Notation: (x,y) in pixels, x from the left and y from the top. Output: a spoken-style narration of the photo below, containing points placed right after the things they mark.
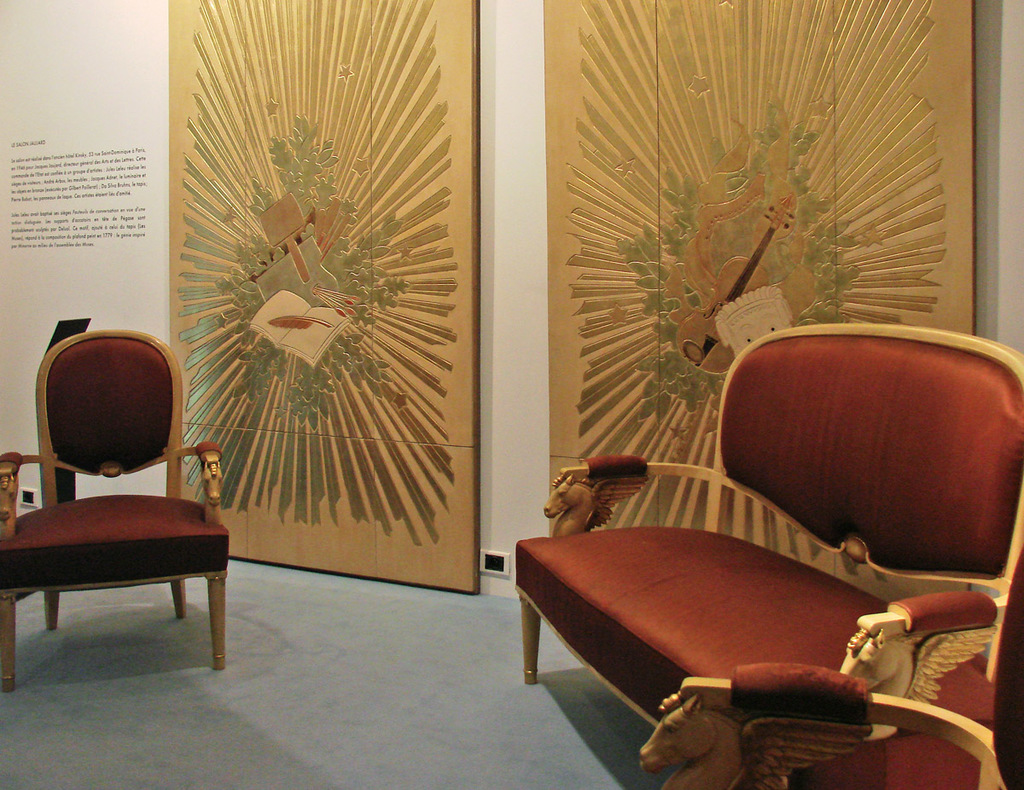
In this image, there is a sofa (1000,599) in the right (714,613) and a chair (54,377) in the left (152,567). In the background (403,216) there are two boards (378,170) with some art (604,178) printed on it.
